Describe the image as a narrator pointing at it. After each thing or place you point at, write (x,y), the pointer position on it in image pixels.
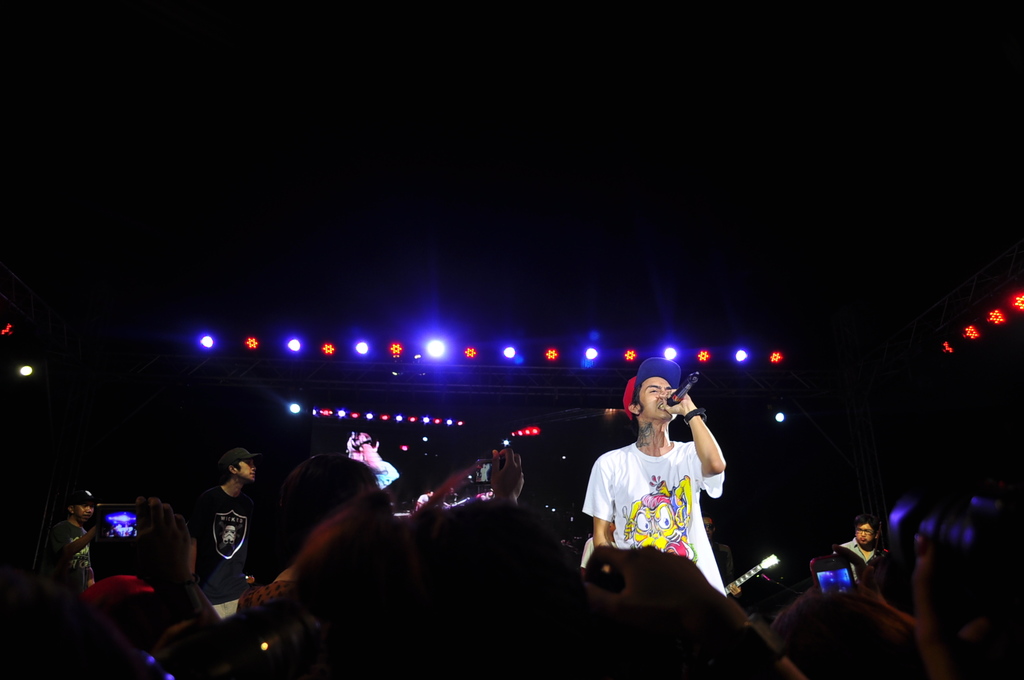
In this picture we can see there are groups of people (422,555). Some people (407,575) are holding the objects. There is a man (620,528) in the white t shirt (656,481) and he is holding a microphone (683,392). Behind the people (466,541), there is a screen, lights (942,345) and the dark background (888,34).
